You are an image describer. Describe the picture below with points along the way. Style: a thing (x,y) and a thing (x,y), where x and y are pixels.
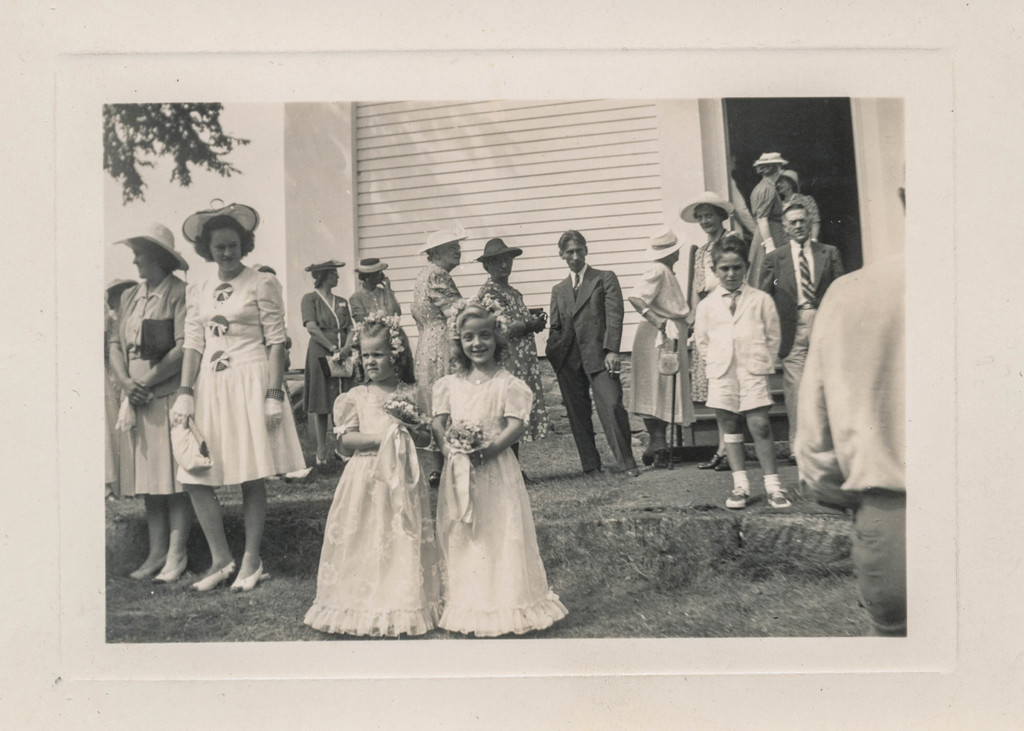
In this picture there are two small girls (480,491) standing in the front (474,458) wearing white gown (472,477), smiling and giving a pose into the camera. Behind there are some persons (458,295) standing and looking to them. On the left side (219,349) there are two women (216,362) standing and looking to them. Behind there is a white shed house (616,147) and door (766,143).
